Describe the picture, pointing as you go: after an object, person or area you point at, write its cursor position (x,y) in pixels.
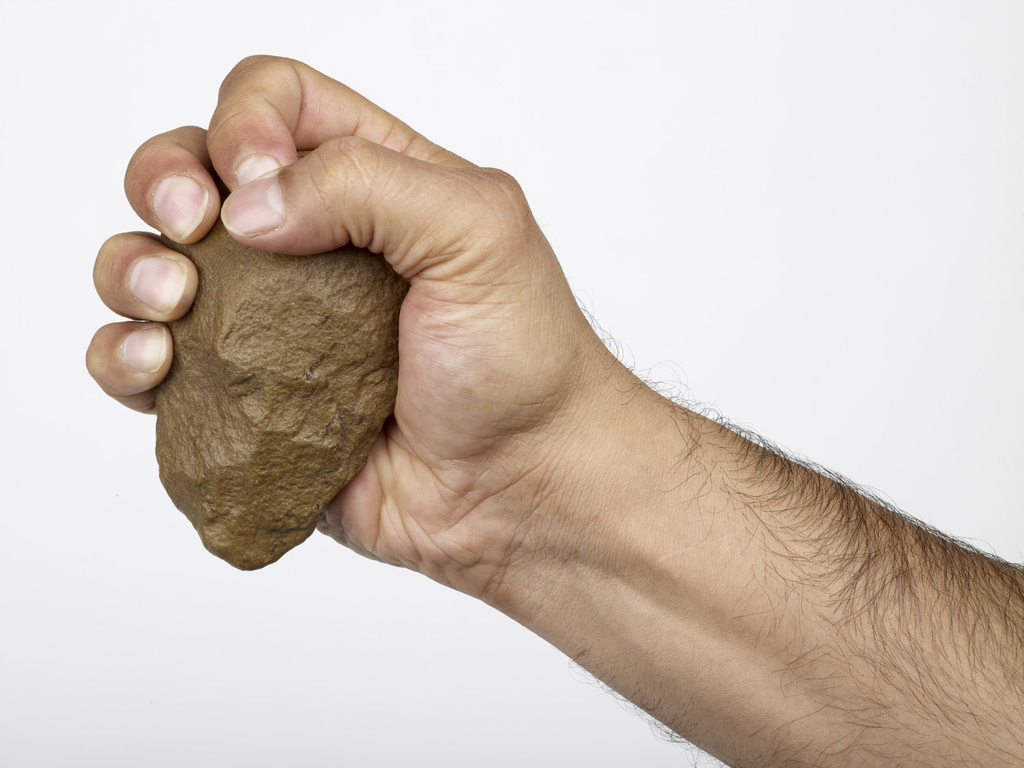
In this image, we can see the hand (569,339) of a person (463,232) holding an object (247,405). There is a white background (406,84).
